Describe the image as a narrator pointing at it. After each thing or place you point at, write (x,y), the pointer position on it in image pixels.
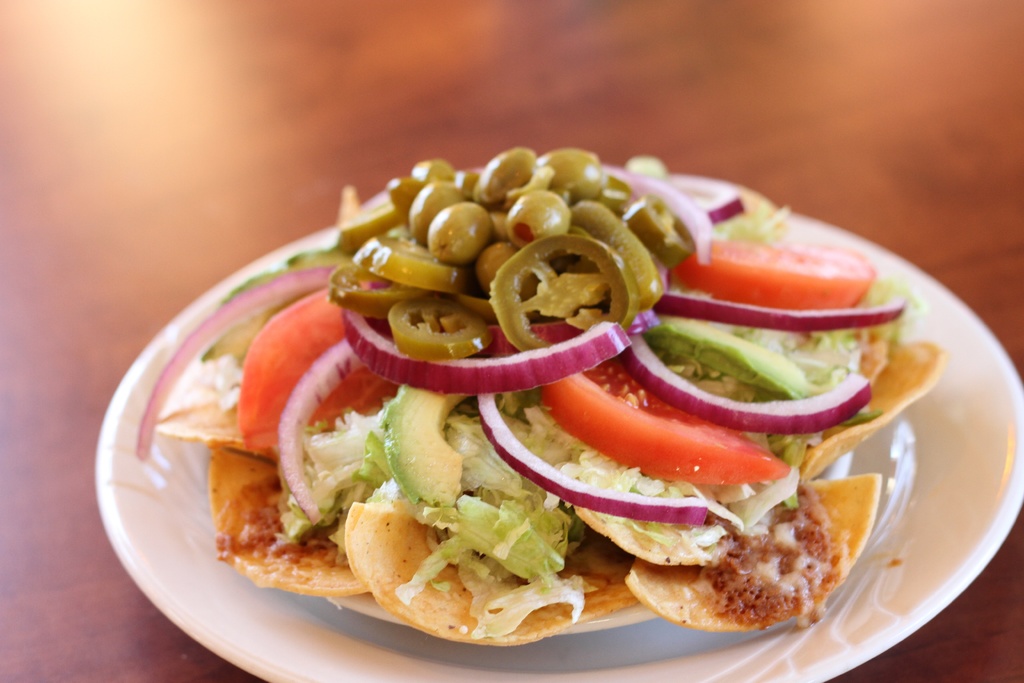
In this image we can see some food items (540,378) in the plate (993,397). The background of the image (92,199) is blur.
